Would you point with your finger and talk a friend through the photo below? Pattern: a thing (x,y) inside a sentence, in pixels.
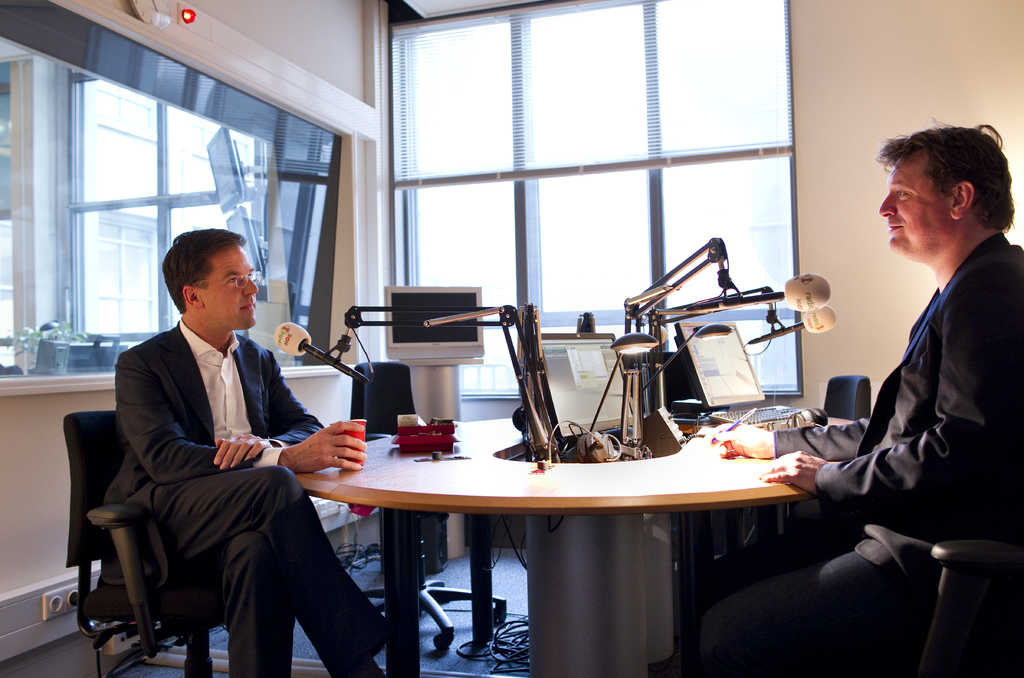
Two persons (851,475) are sitting on the chairs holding their hands (722,431) on a table (336,486). Here it's a light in the middle of an image (607,265) there is a glass window (630,219).
